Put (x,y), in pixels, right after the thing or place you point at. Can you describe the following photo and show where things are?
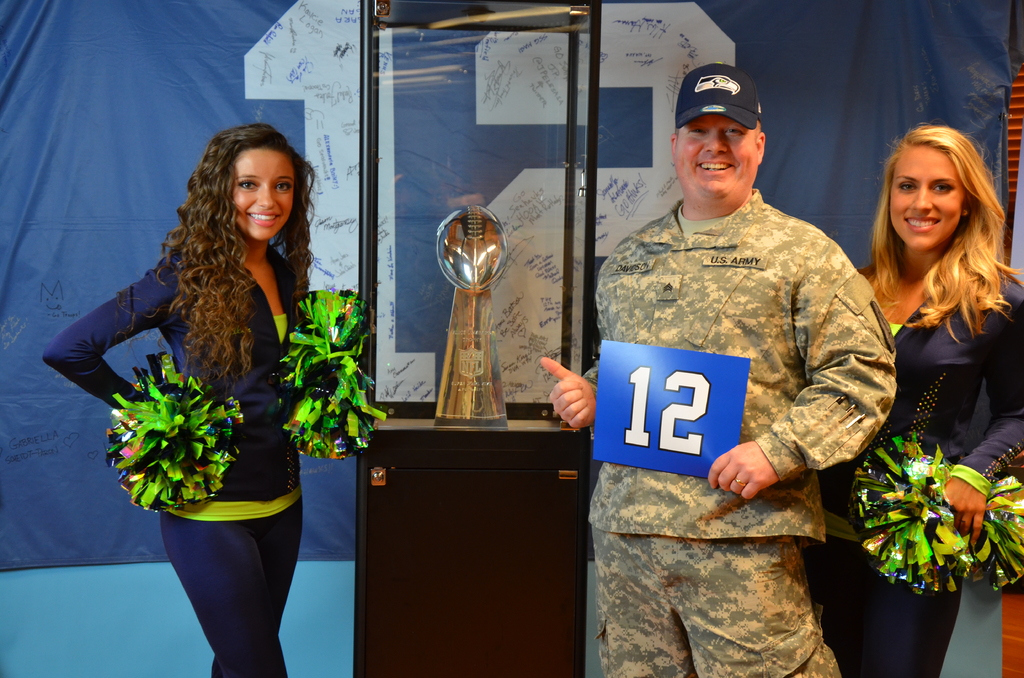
In this image I can see two women (982,184) and one man (702,232) they are standing on the floor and they are smiling and two women (238,462) holding green color object (235,421) and in the middle (365,264) I can see a stand (461,104), in the stand (370,486) I can see trophy (453,266) and in the background (453,132) I can see blue color wall (805,76).
